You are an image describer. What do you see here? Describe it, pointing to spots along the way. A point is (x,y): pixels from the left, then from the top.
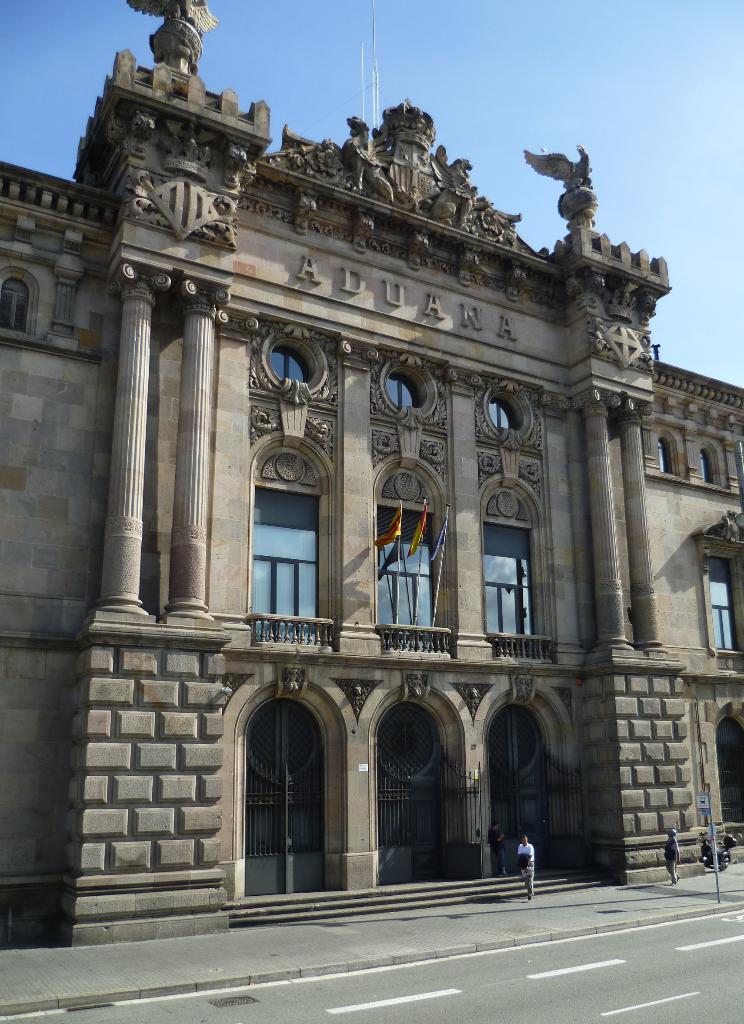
In this picture I can see a building (334,635) and few flags (396,517) and I can see couple of them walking and a human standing and I can see a pole (710,802) and looks like a motorcycle (723,849) in the back (709,848) and I can see a blue sky (525,121).
